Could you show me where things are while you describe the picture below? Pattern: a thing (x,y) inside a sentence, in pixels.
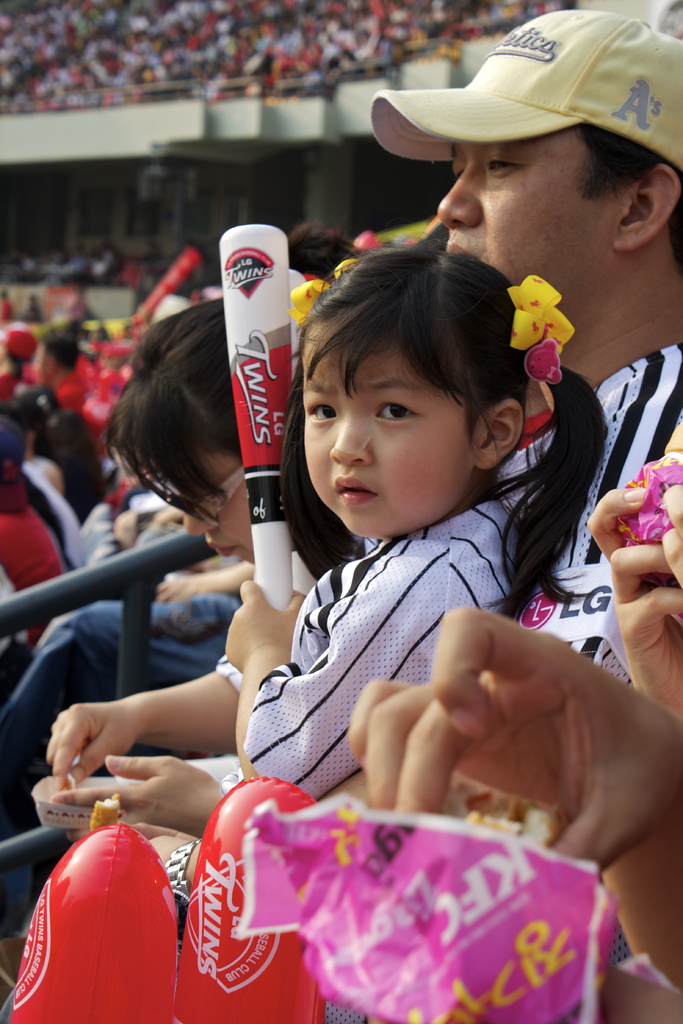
In the picture I can see so many people (351,322) are sitting on the stairs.
